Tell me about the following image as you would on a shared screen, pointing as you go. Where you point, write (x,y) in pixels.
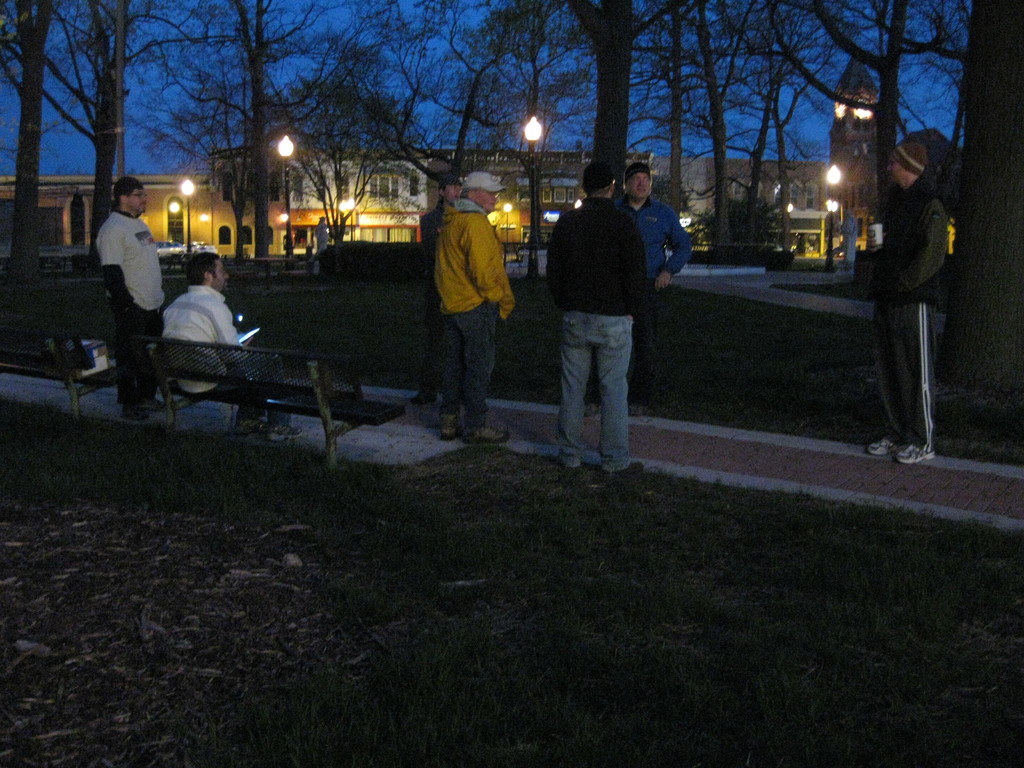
This is an image clicked in the dark. Here I can see few men (458,280) are standing on the ground (468,506) and one person (202,330) is sitting on a bench (213,374). At the bottom (343,679), I can see the ground (353,701). In the background (509,149) there are few light poles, trees (250,162) and buildings (791,178). At the top of the image (189,79) I can see the sky (281,7).
